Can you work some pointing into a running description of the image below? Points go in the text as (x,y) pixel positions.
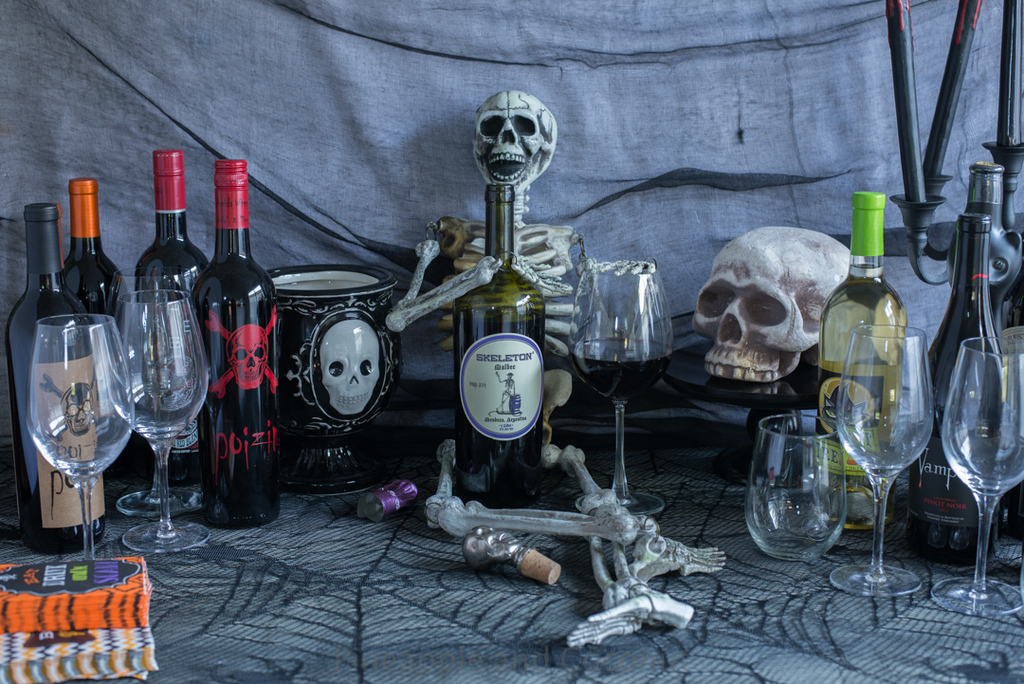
There is a spider web cloth (425,591) is on the table (368,564). And on the table (354,530) there are bottles (981,282), glasses (1000,401), book (142,564) and a skeleton (548,326) is kept. In the background (674,100) there is a cloth (751,94).
